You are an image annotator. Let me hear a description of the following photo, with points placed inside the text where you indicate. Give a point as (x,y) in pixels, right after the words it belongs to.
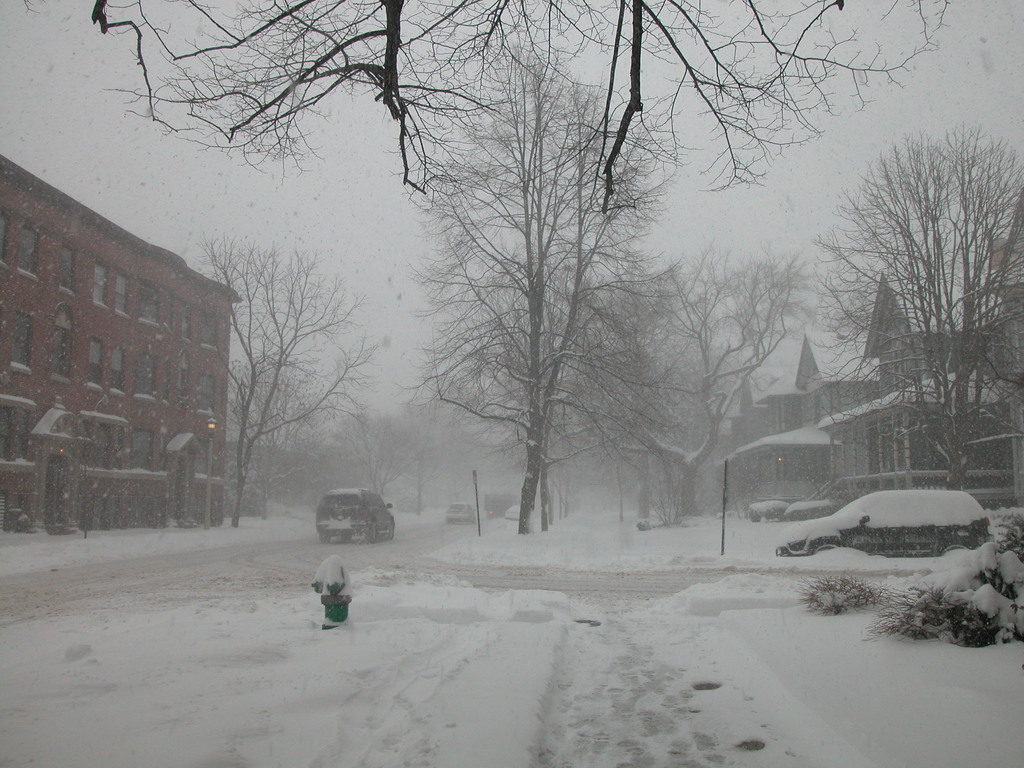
In this picture there are buildings (30,184) on the right (785,367) and left side of the image (150,258) and there are cars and trees (989,199) in the image, which are covered with snow (269,595) and there is snow (627,569) at the bottom side of the image (627,569).
